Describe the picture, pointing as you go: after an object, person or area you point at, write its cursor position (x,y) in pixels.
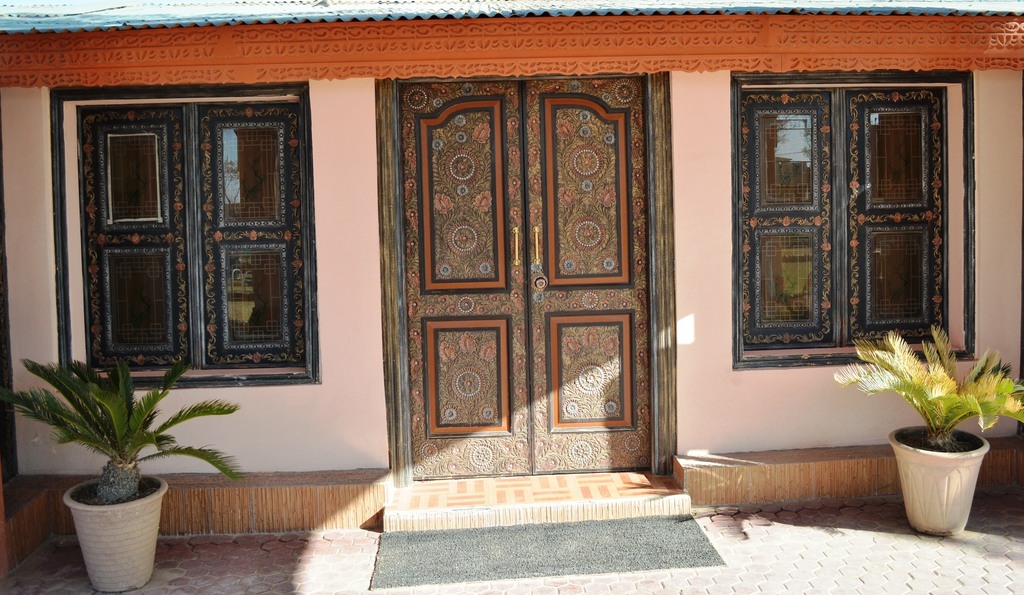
In this image I can see houseplants (950,388), windows (57,272), door (564,344), doormat (626,534) and a house (737,326). This image is taken may be during a day.
